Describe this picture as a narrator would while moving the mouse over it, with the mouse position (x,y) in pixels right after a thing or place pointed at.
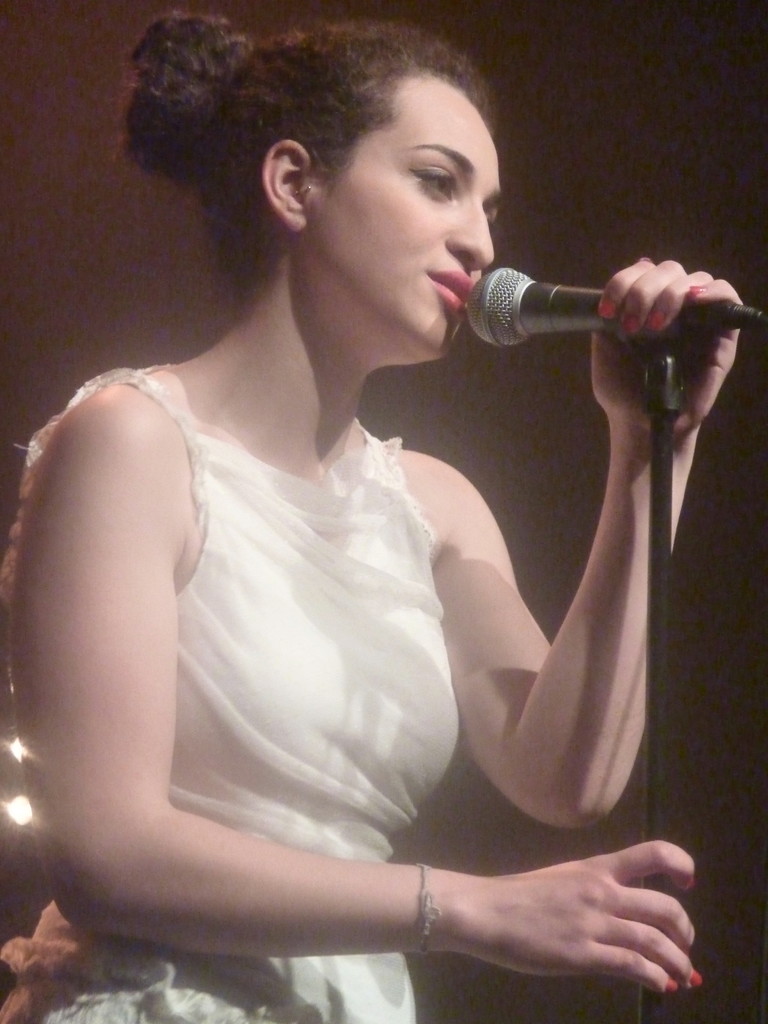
This picture contains woman (360,447) who is wearing white color dress (325,702). she is holding microphone (561,323) in her hand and she is singing on it.
